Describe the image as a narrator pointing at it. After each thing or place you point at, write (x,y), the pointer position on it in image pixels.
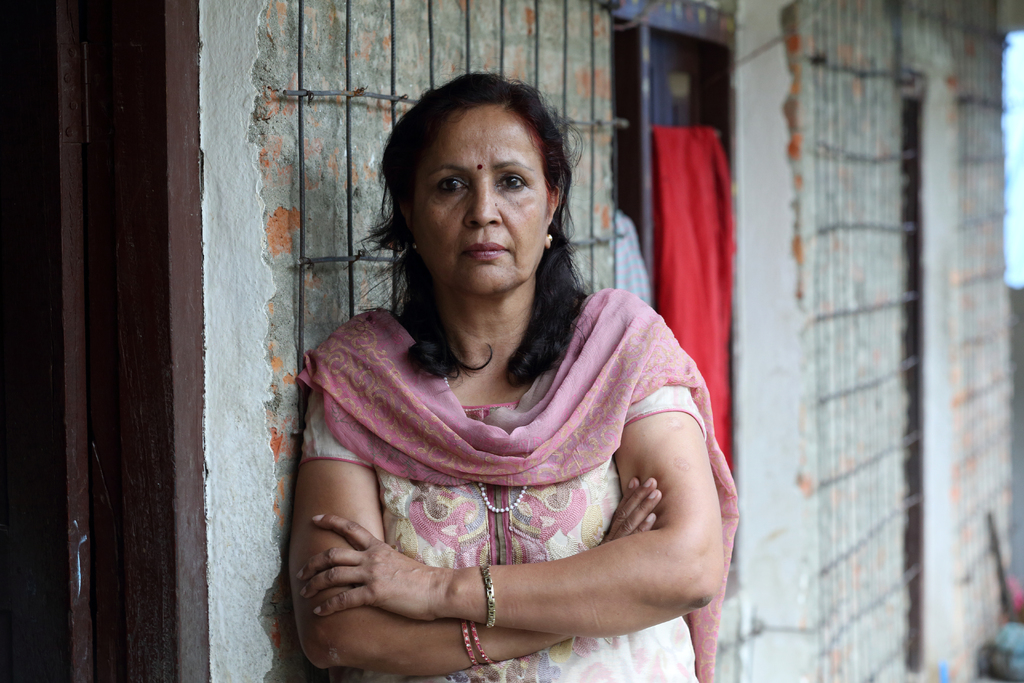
In the image I can see a lady (545,488) who is standing beside the wall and behind there is a red cloth (715,241) and also I can see a door (83,266) to the side.
